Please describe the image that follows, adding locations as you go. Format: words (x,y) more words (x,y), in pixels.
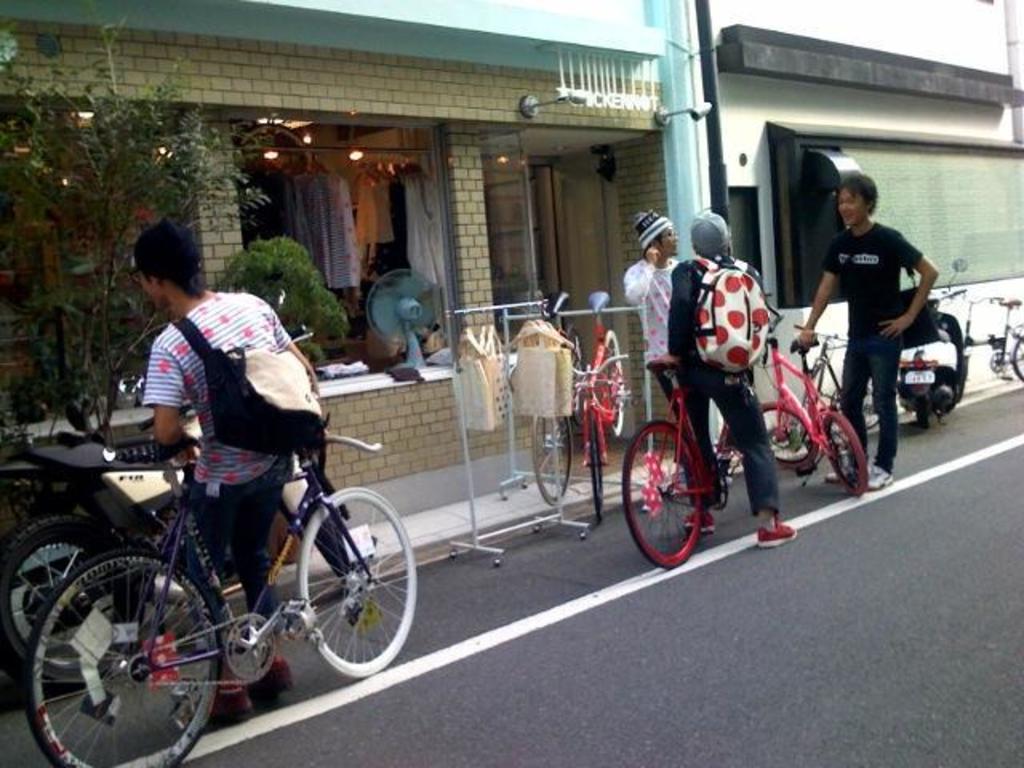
In this image there are three persons (677,339) standing on the right side of this image (712,388). There are some bicycles (648,503) and a motorbike (928,364) on the right side of this image (853,425). There is one person (222,502) is sitting on a bicycle (346,531) on the left side of this image (253,485). There is one bike (115,520) is behind to this person (230,505). There are some plants (275,278) on the left side of this image (240,255) and there is a building (447,255) in the background (462,249).
